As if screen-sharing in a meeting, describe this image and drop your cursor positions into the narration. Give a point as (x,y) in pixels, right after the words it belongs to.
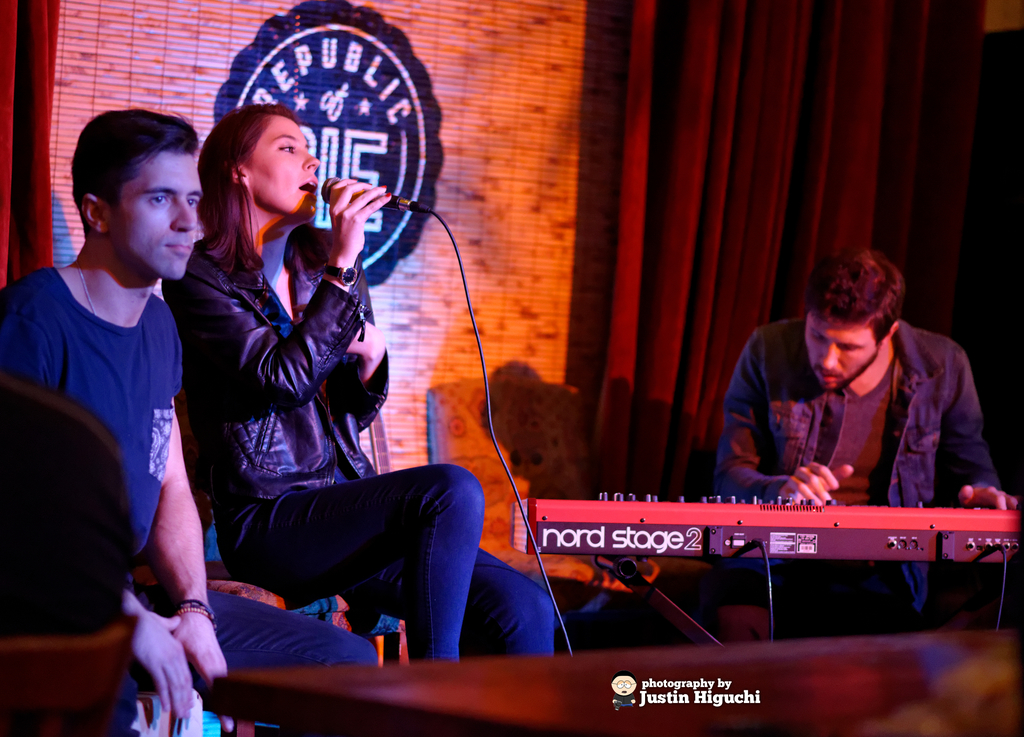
In this image I can see a woman (314,417) wearing black colored jacket (280,384) and jeans (352,490) is sitting and holding a microphone (387,207) in her hand (341,212). I can see a person (106,362) wearing blue t shirt (121,389) and blue jeans (265,619) is sitting and in the background (838,356) I can see another person (805,409) sitting in front of a musical instrument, the red colored curtain (799,311) and the brown colored wall (526,150).
